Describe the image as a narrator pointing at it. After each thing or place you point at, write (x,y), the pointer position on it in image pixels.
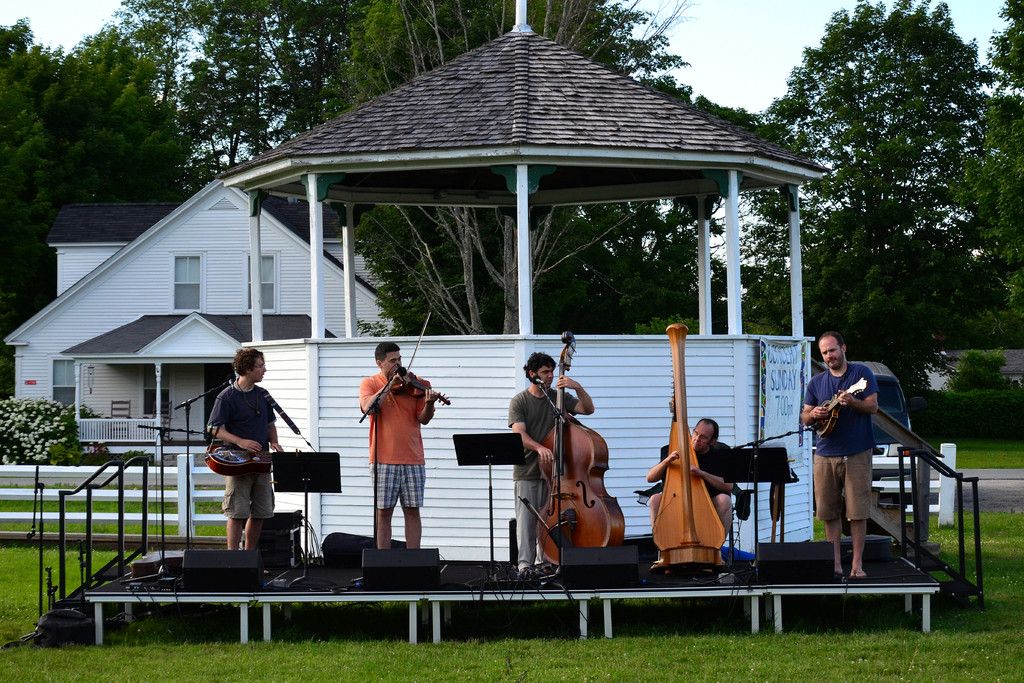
This is an outside view. Here four people (857,462) are standing and playing some musical instruments (235,455). One person (726,483) is sitting on the chair (749,498) and holding a different musical instrument (679,495) in his hands (698,471). These people (838,561) are standing on the stage (893,585). In the background (361,68) I can see the trees (92,131) and one building (181,278). Everyone are wearing t-shirts (370,422).
